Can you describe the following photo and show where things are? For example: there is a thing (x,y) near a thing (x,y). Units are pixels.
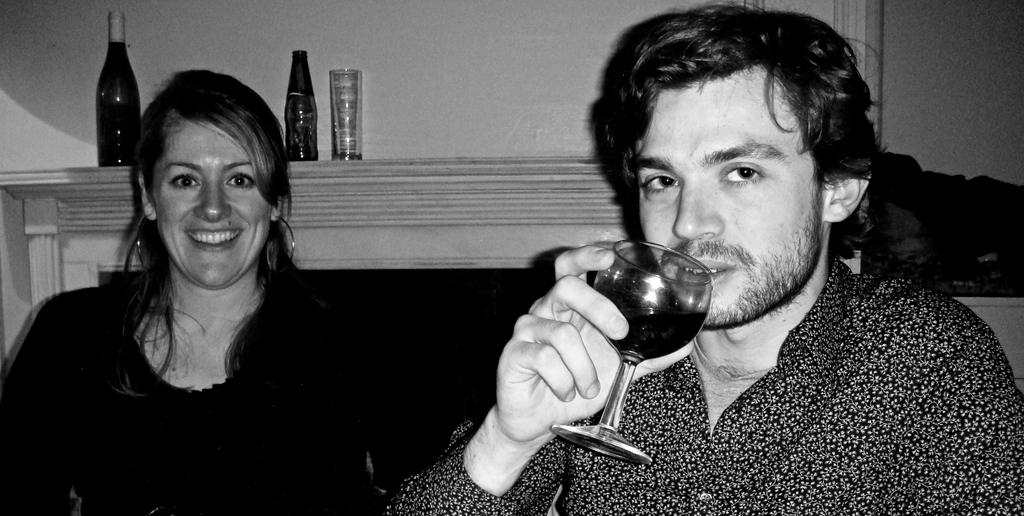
In this image there are 2 persons (244,499), and the background (305,171) there is bottle (306,51), glass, fireplace (449,310).
